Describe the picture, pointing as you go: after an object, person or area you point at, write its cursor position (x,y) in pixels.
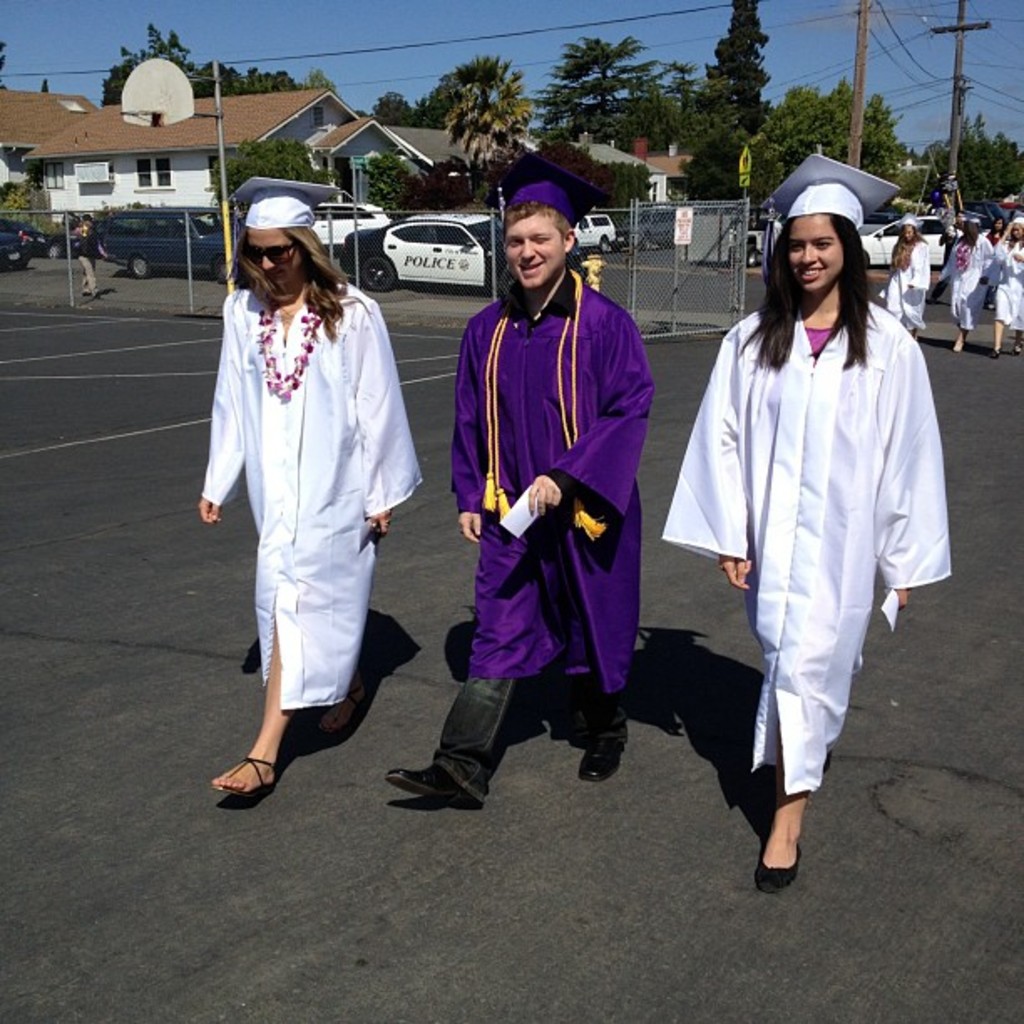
In the center of the image (513,434) there are people (499,368) walking on the road (251,709). In the background of the image (22,122) there are houses (357,150), trees (713,115), poles (866,15), fencing (440,274). At the bottom of the image (484,995) there is road (779,931). To the right side of the image (997,345) there are people (952,295) walking.
